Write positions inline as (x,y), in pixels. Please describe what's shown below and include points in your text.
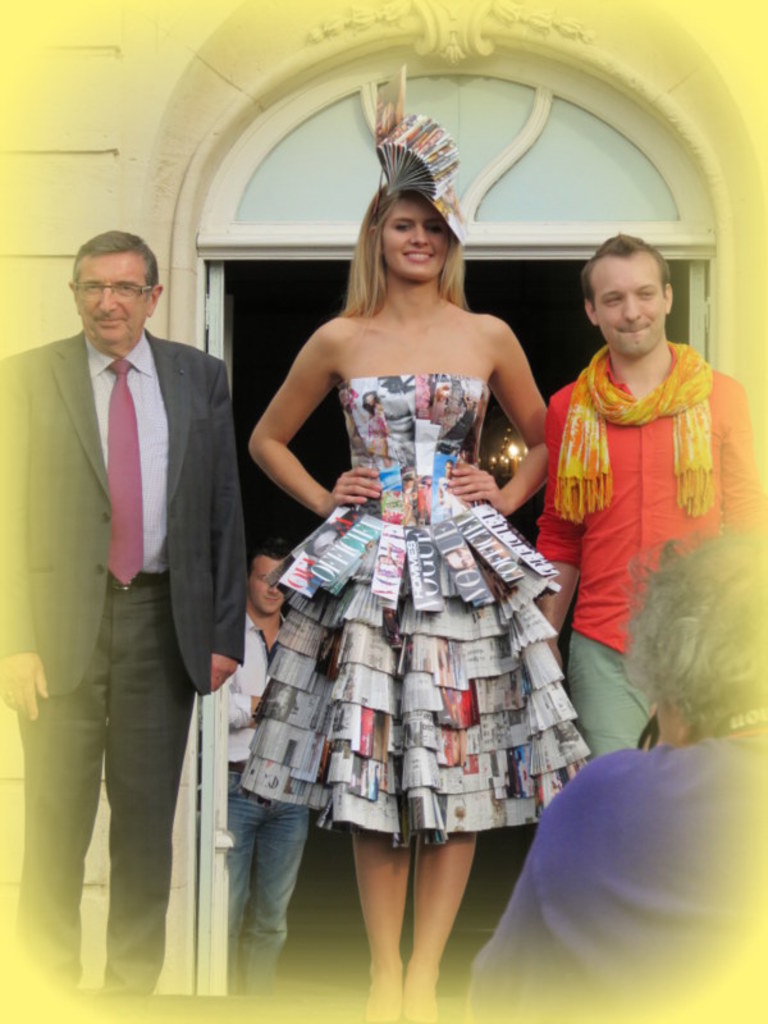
In the center of the image (475,656) we can see a lady (465,412) standing. She is wearing a costume (429,664), next to her there is a man (579,537) wearing a red shirt (633,528). In the background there are people (265,596). At the bottom (613,823) we can see a person (678,895). On the left (55,473) there is a man (89,583) standing. He is wearing a suit (141,586). In the background (224,288) there is a door (321,280) and a wall (145,114).
